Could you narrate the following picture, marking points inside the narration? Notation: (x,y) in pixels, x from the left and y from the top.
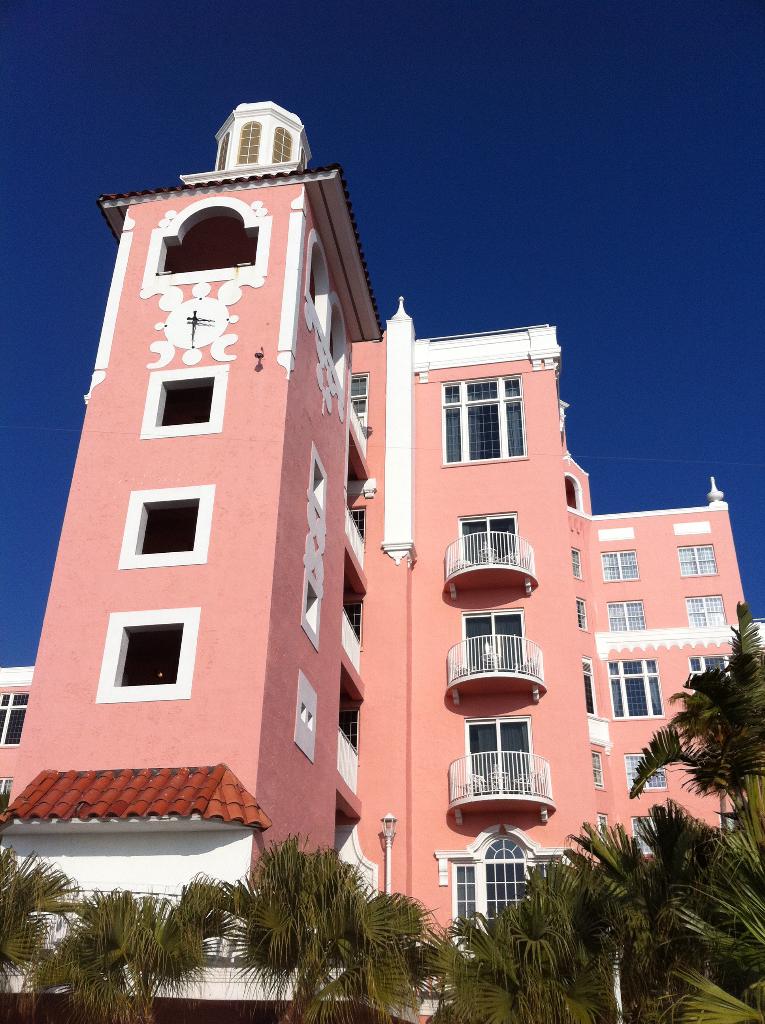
In the image we can see there are trees (349,950) and there are buildings (380,648). There are windows (579,604) on the building (377,357). The sky (462,187) is clear.
